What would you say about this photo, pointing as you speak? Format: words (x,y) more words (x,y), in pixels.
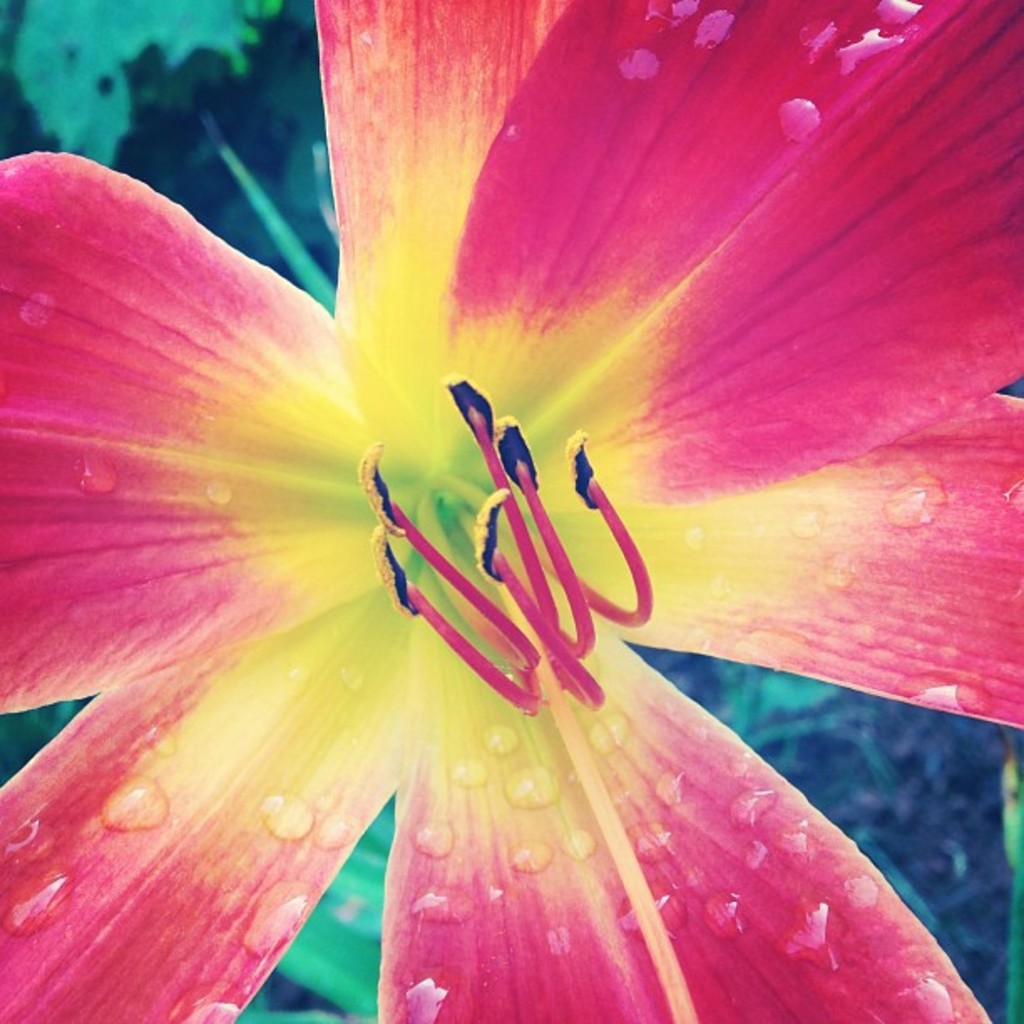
In this picture I can see a flower (554,167) and I can see blurry background (153,90).
